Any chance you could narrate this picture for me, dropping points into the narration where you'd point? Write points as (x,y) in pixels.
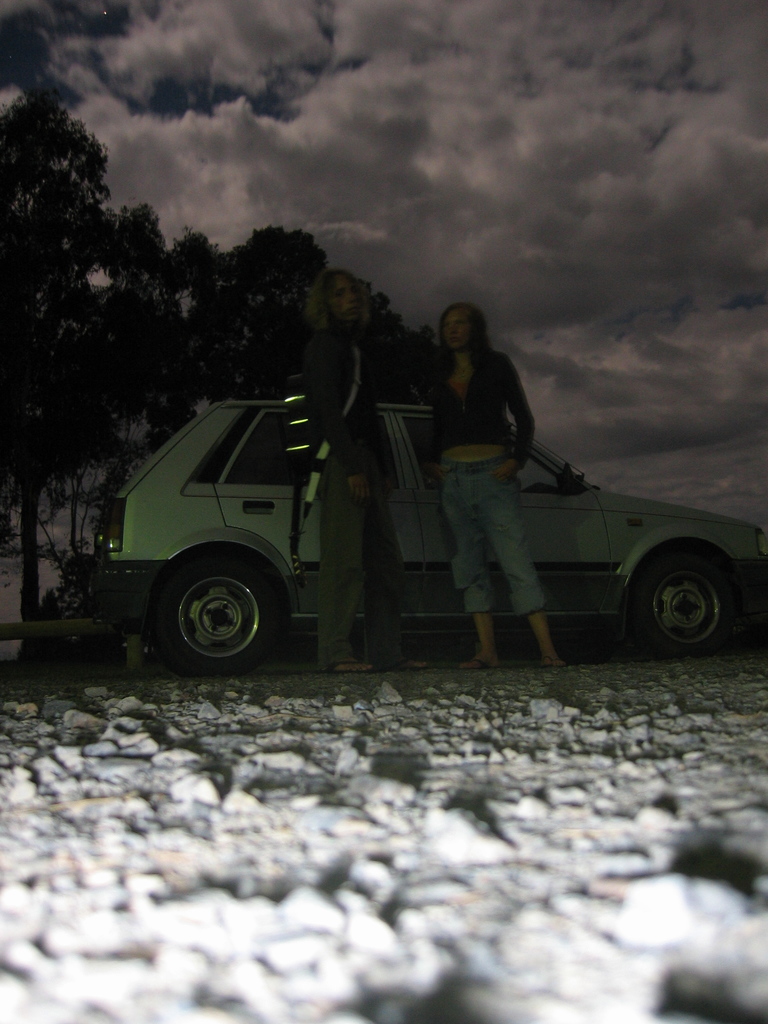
In this picture we can see two people (334,553) standing on the path (309,689). There are a few stones (202,975) visible at the bottom of the picture (214,810). We can see a car (279,458) and trees (37,473) in the background (259,285). Sky (368,61) is cloudy.
